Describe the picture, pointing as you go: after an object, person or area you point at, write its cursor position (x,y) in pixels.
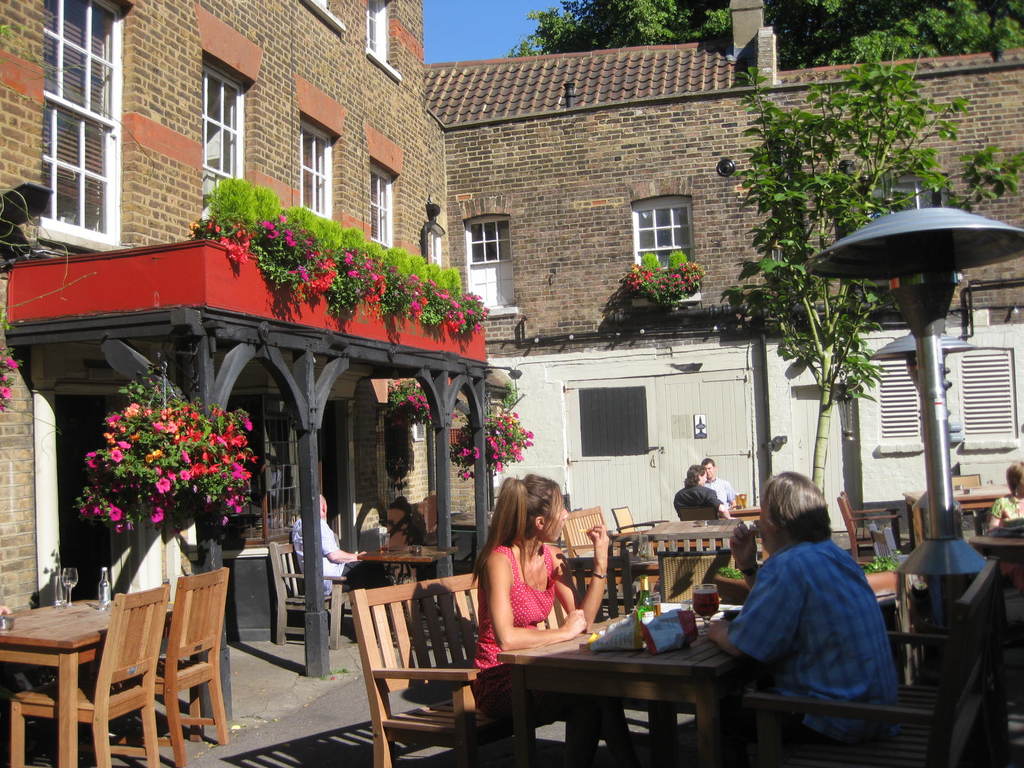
The picture is clicked outside of a building (244,628), there are dining tables (581,666) and chairs (415,660) and people (829,651) sat on it. The arch (200,528) has plant flowers (198,459), this seems to be outside hotel area (613,596).
